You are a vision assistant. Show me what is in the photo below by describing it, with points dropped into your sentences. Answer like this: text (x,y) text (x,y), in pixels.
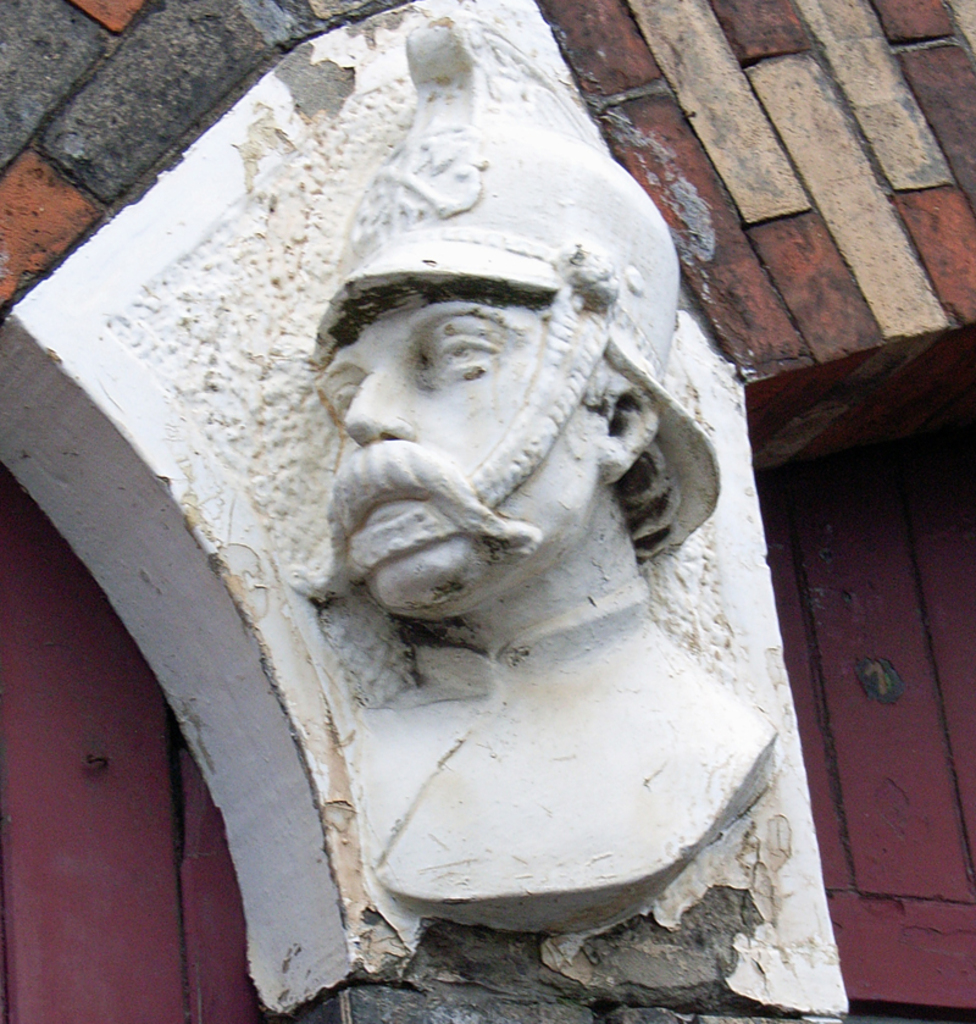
In this image there is a statue (460,558) of a person (447,477) on the pillar (316,820) of a wall (673,163), behind the pillar (671,1000) there is a wall (152,840).
